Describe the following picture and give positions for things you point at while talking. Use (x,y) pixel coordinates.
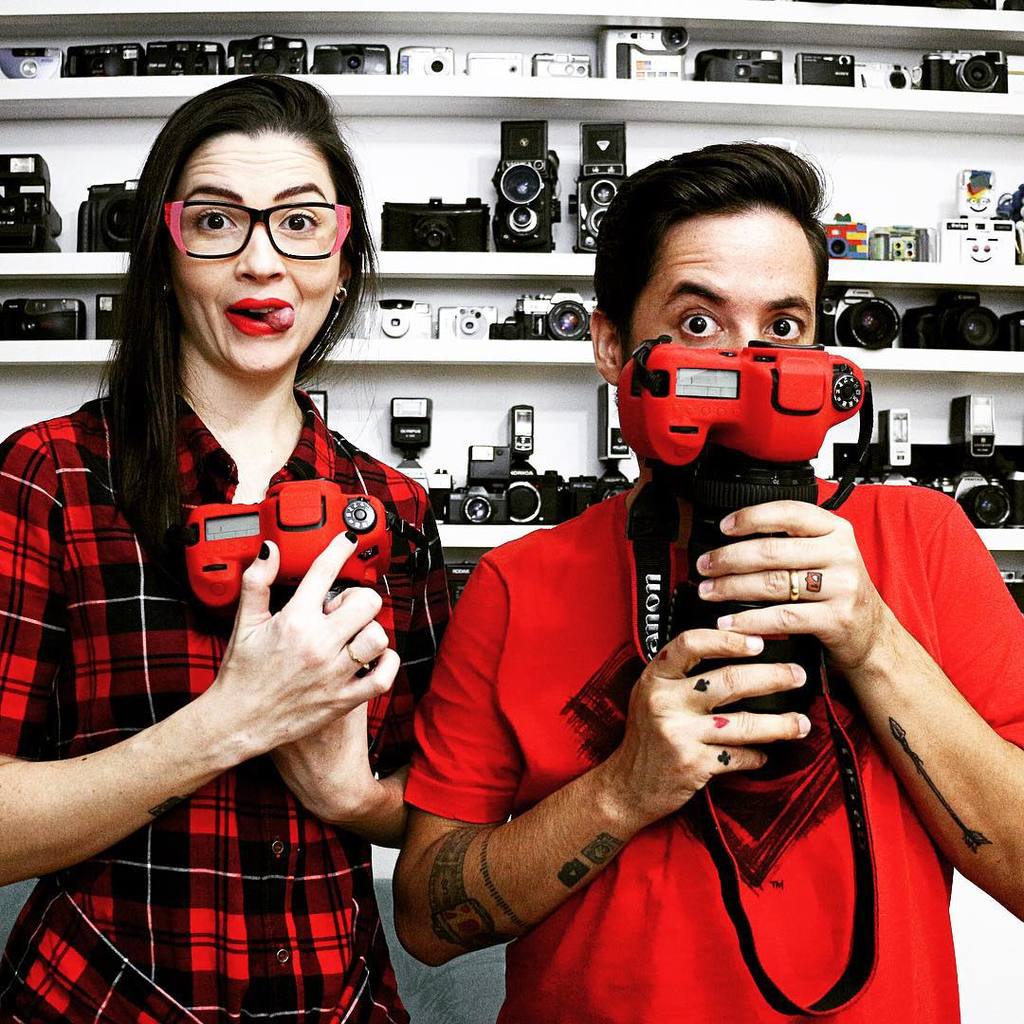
In this picture we can see a man (488,756) and a woman (338,907) holding cameras (686,361) with their hands (356,707) and in the background (536,382) we can see cameras (131,44) in racks (535,340).
